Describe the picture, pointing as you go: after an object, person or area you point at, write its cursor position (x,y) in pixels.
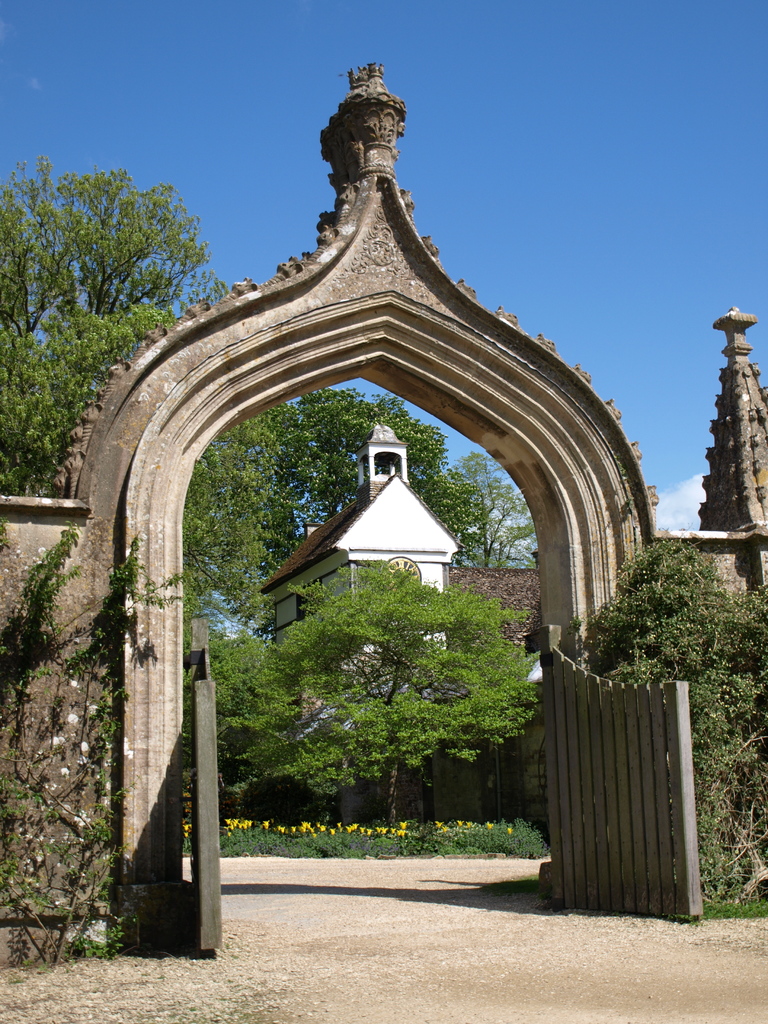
In this picture we can see an arch (557,595), in the background (275,664) we can find few trees (308,604), buildings (434,566) and clouds (695,494).
